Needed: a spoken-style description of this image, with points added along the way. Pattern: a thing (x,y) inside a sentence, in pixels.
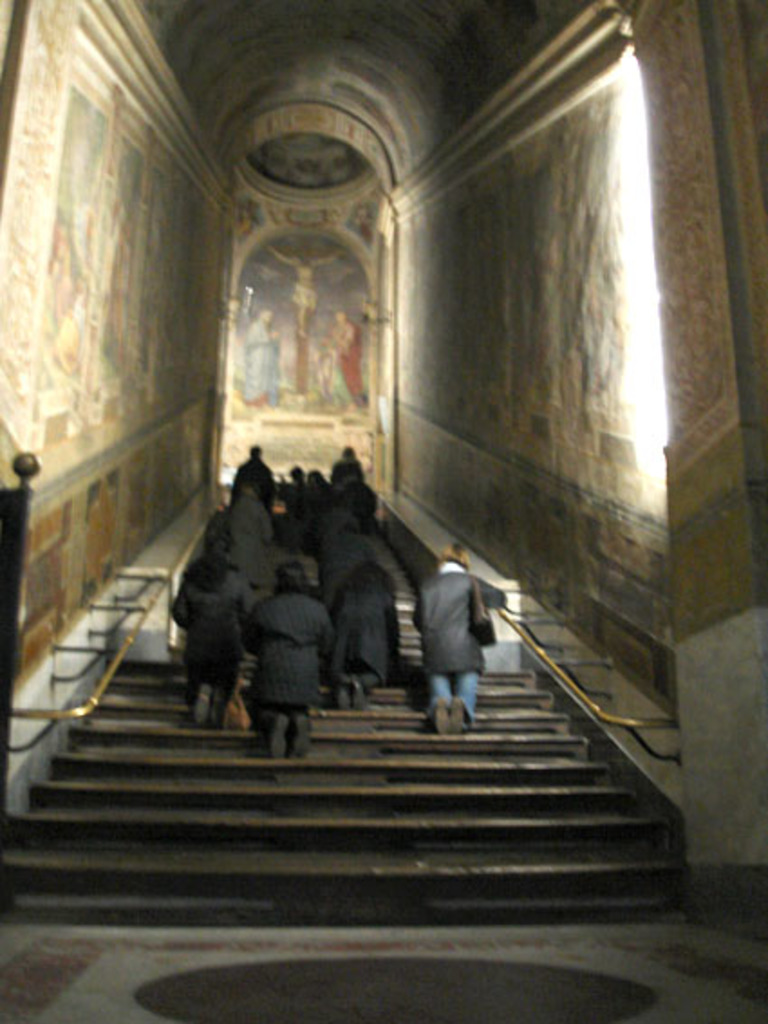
There is a group of persons (350,557) in black color dresses (333,474) kneeling down on the steps (323,730) of a building (182,537). Which is having walls (719,754). In the background (326,370), there is a painting (302,244) on the wall (365,429) and there is roof (255,140).
